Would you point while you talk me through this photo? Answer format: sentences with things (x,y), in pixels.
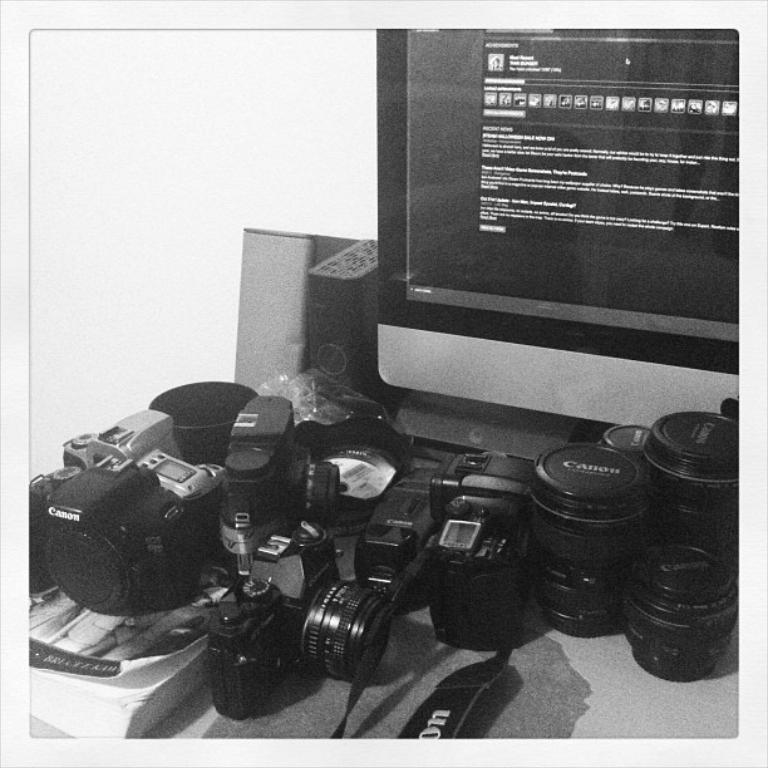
In this image there are few cameras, a computer (496,360), CPU (327,361) and some other objects (589,480) on the table (441,650).
